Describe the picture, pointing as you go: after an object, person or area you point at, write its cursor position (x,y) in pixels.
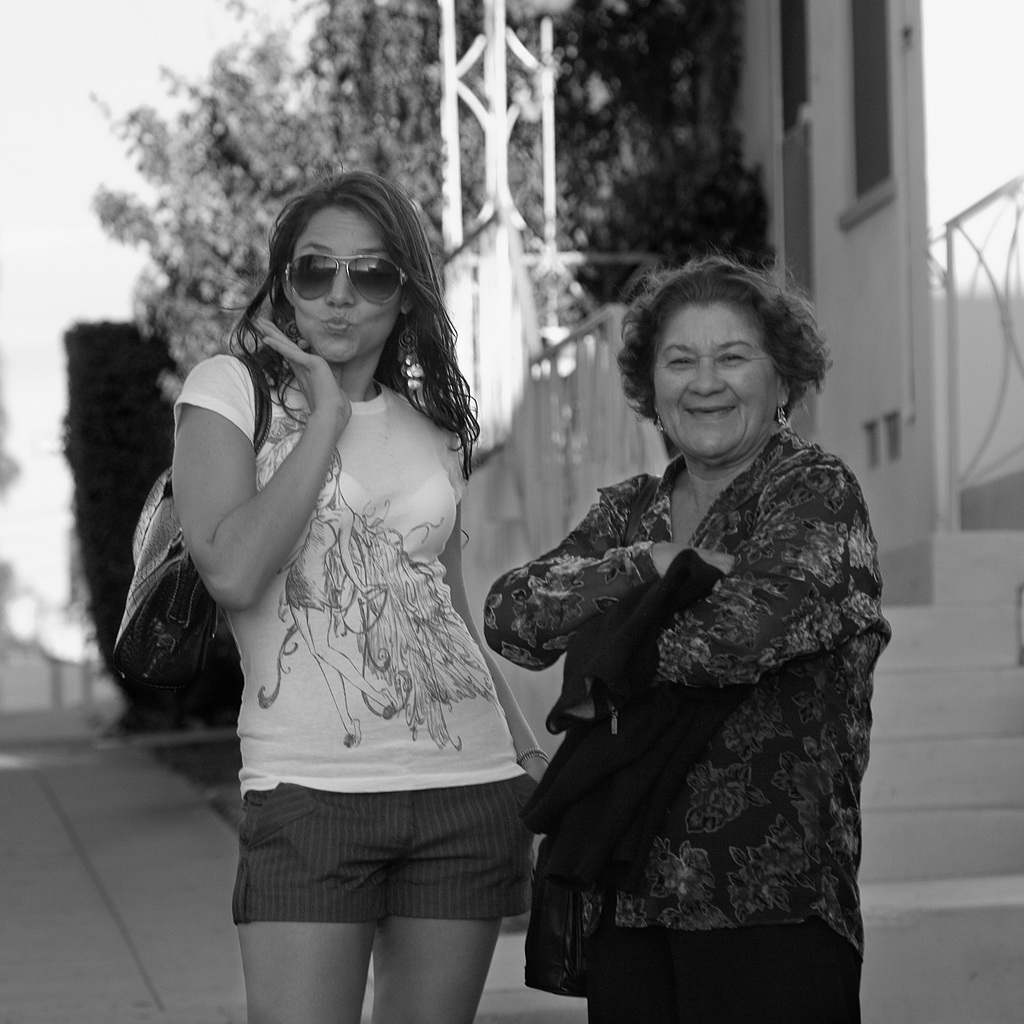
In this image I can see in the middle (461,516) two women (517,597) are standing and smiling. On the right side (945,696) there is the staircase (916,664), at the back side (658,215) there are trees (639,239) and houses (819,242). At the top (159,52) it is the sky (159,52).
